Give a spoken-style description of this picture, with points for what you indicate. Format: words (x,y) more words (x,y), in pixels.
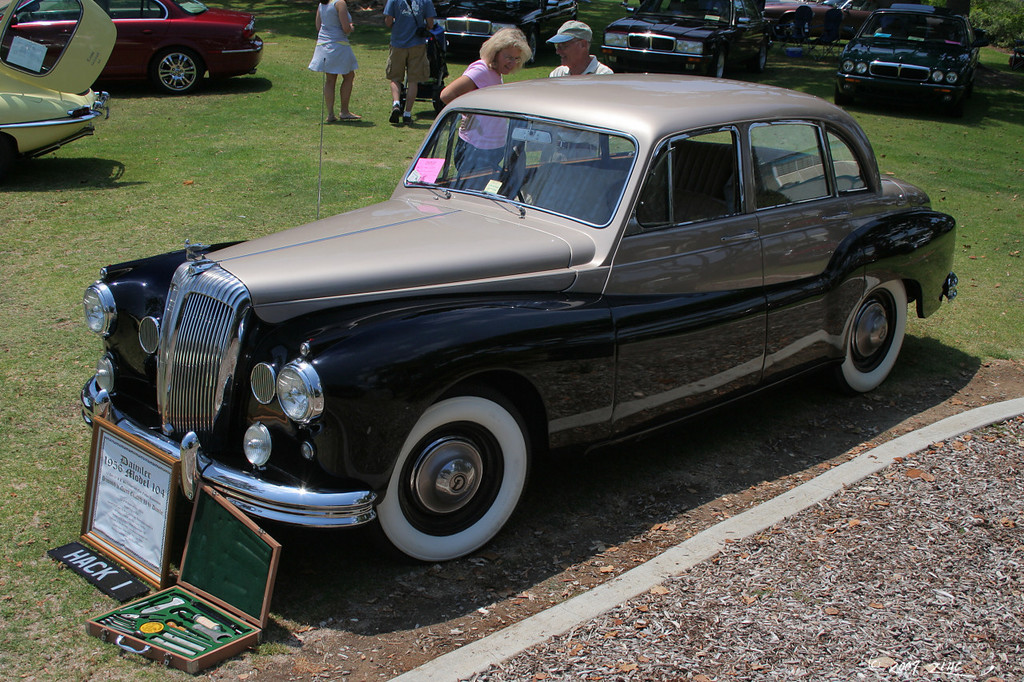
In this image I can see an open grass ground (279,46) and on it I can see few cars (571,136) and I can see few people (502,152) are standing. Here I can see a board (100,487) and on it I can see something is written. In the background (986,21) I can see tree (985,1) and few other things (804,48) over here.
